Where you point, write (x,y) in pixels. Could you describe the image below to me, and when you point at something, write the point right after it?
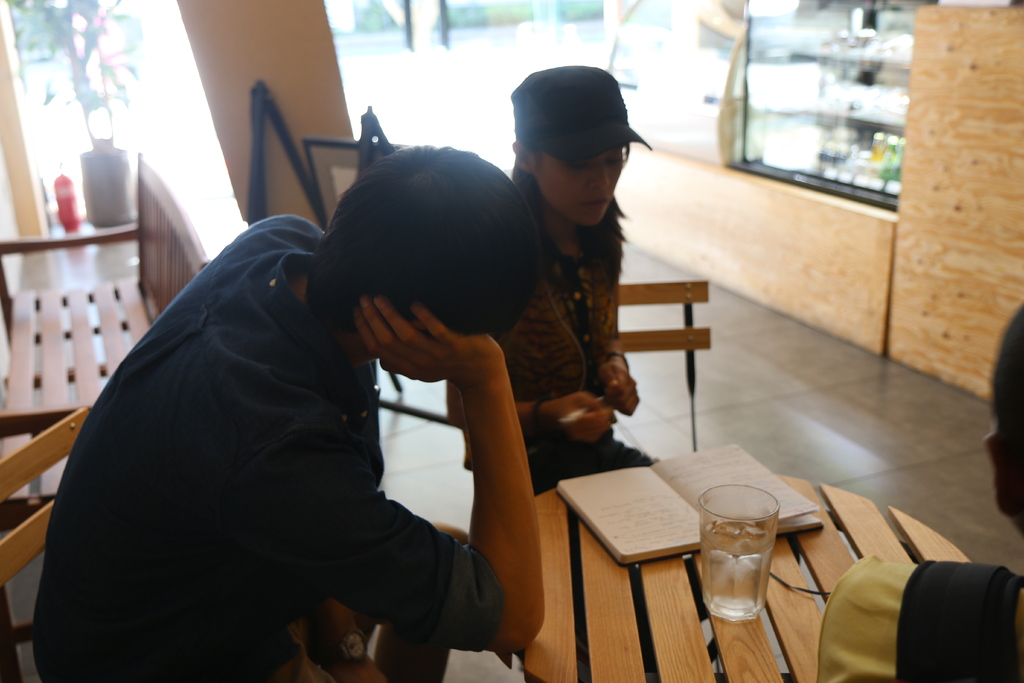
In this picture we can see two people (545,485) sitting on the chairs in front of the table (698,571) on which there is a glass (761,529) and a book (672,507) and behind them there is a chair (52,333).
